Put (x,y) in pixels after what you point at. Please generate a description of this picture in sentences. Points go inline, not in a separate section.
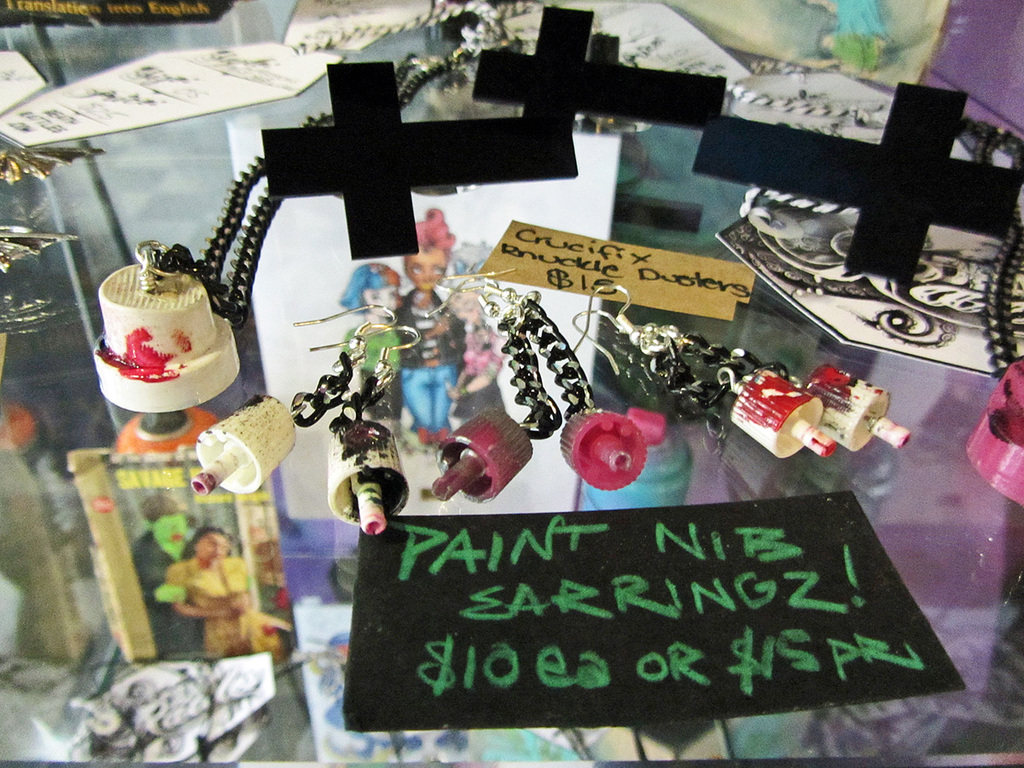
This picture shows few cross symbols (571,174) and few papers (809,289) and earrings (347,506) on the glass table (966,716).
